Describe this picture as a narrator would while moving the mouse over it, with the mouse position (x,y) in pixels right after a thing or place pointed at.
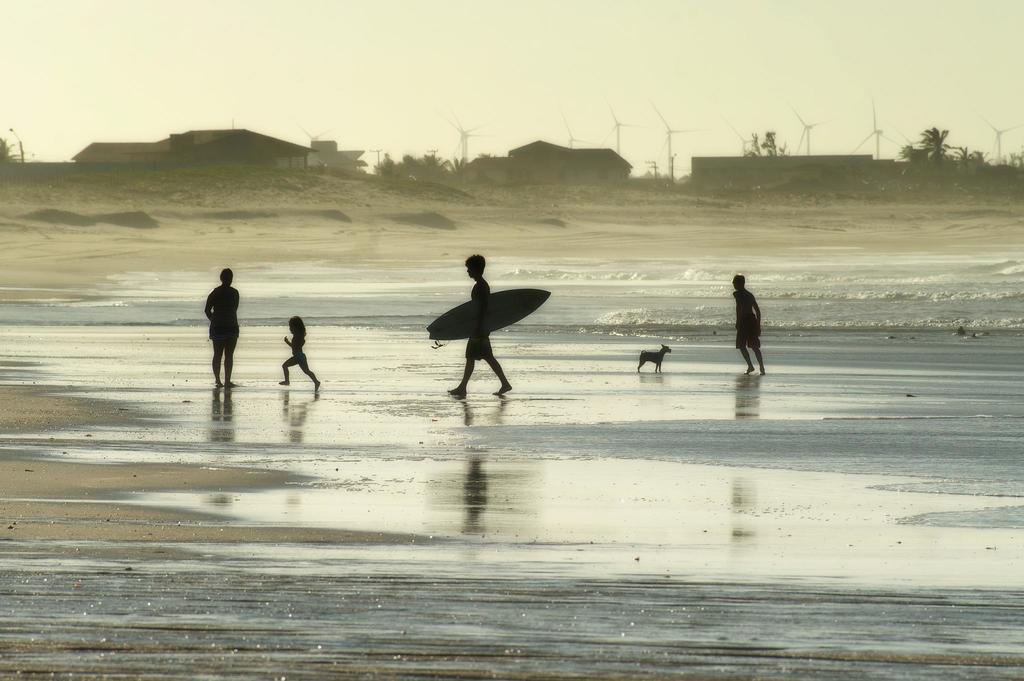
On the seashore (796,388) there are four persons (484,344) and one dog (639,368). To the right side (759,324) there is a person (745,337) walking. A dog (657,358) is standing in front of him. And in the middle (489,345) there is a man (499,375) walking holding a surfboard (525,302) in his hand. In front of him there is a kid (299,347) running. In front of the kid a person (225,330) standing. In the background (106,155) there is a house (192,139) to the left (222,158) corner. And in the middle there is a house (539,140). And to the right corner (961,166) there are trees (976,167). And we can see windmills (807,142) on top (807,124) corner.
